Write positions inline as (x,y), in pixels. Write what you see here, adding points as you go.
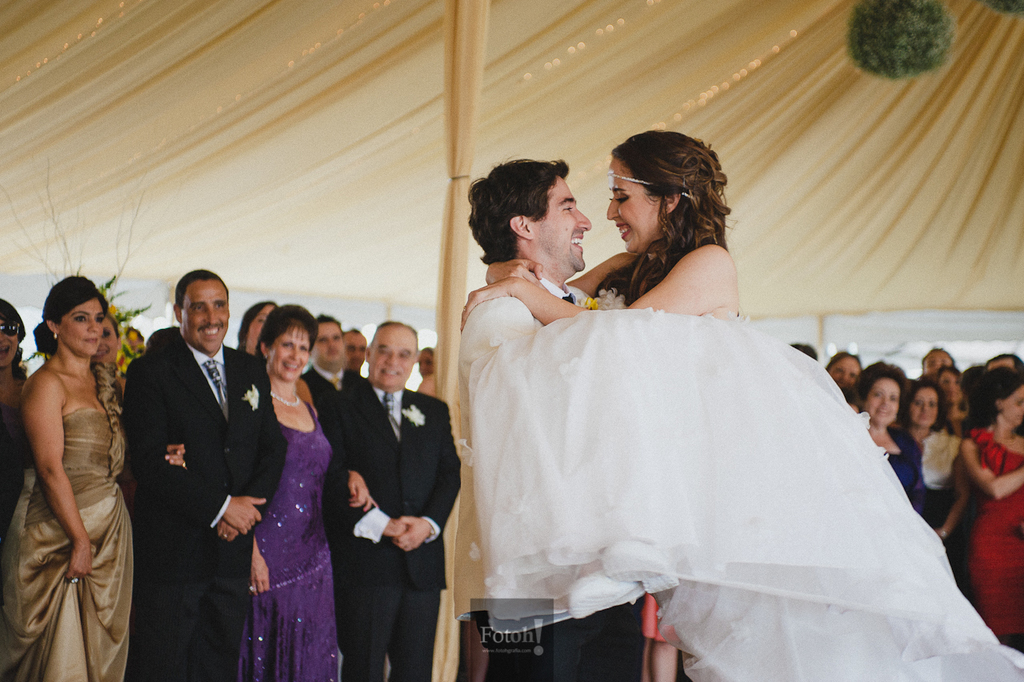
In this picture I can see a man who is carrying a woman (660,203) and I see that both of them are smiling. In the background (23,410) I see number of people (329,353) and I see most of them are smiling and on the top of this picture (620,141) I can see the cream color cloth (470,94).
